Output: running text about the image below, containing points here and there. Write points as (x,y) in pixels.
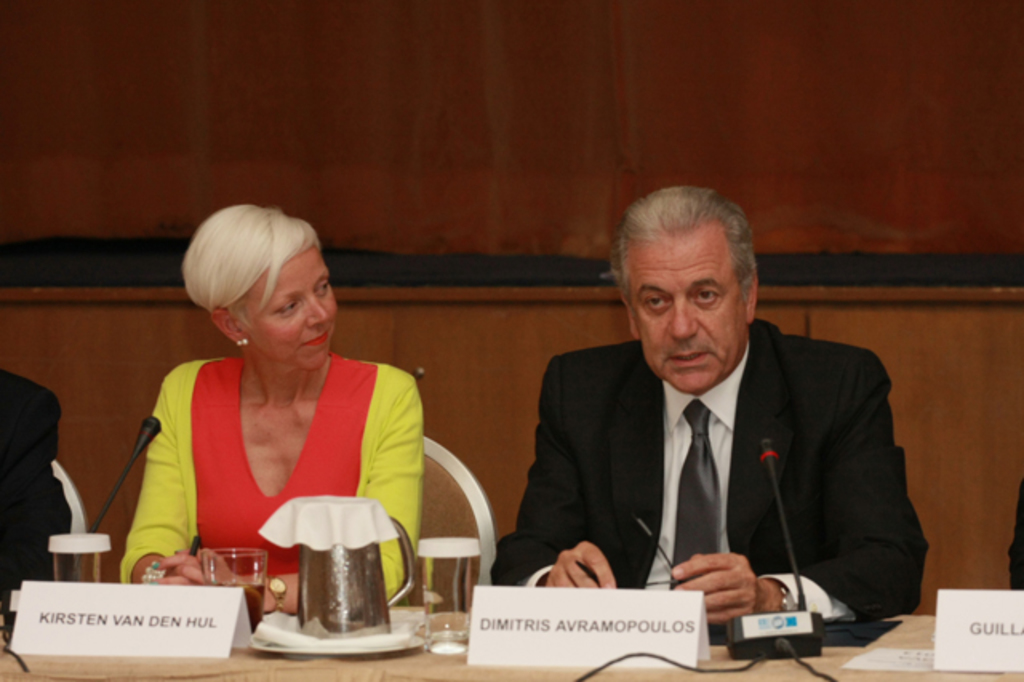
In this image we can see a man (776,388) and woman (202,501) is sitting on a white color chair (462,503). In front of them table (905,643) is there. On table (930,644) name plate (598,640), glasses (441,611), jug (365,555) and mics (780,626) are there. Man (714,477) is wearing black color coat (742,426) with white shirt (716,431) and woman (315,470) is wearing orange and yellow color dress (180,466). Behind them wooden wall (527,316) is there.
